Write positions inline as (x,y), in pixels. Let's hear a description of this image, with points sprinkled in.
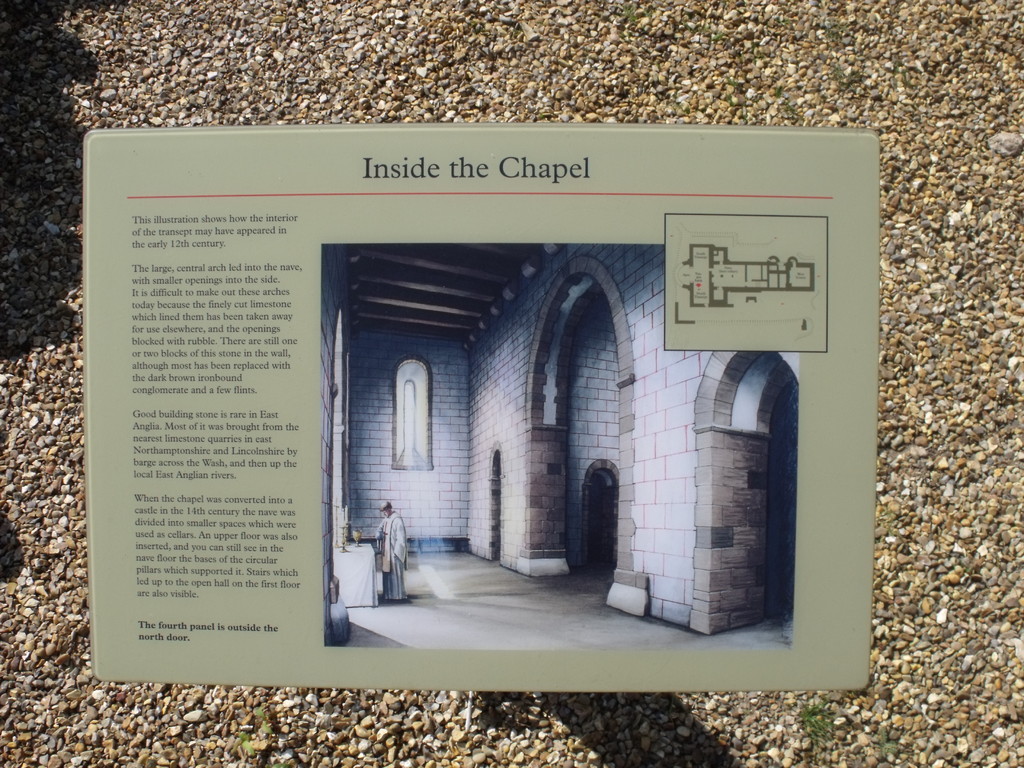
In this image I can see the board (154,319). On the board (177,338) I can see the text (220,411) and the photo (480,469) of the house (542,480). Inside the house (420,552) I can see the person (405,556) standing. In the background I can see many stones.
